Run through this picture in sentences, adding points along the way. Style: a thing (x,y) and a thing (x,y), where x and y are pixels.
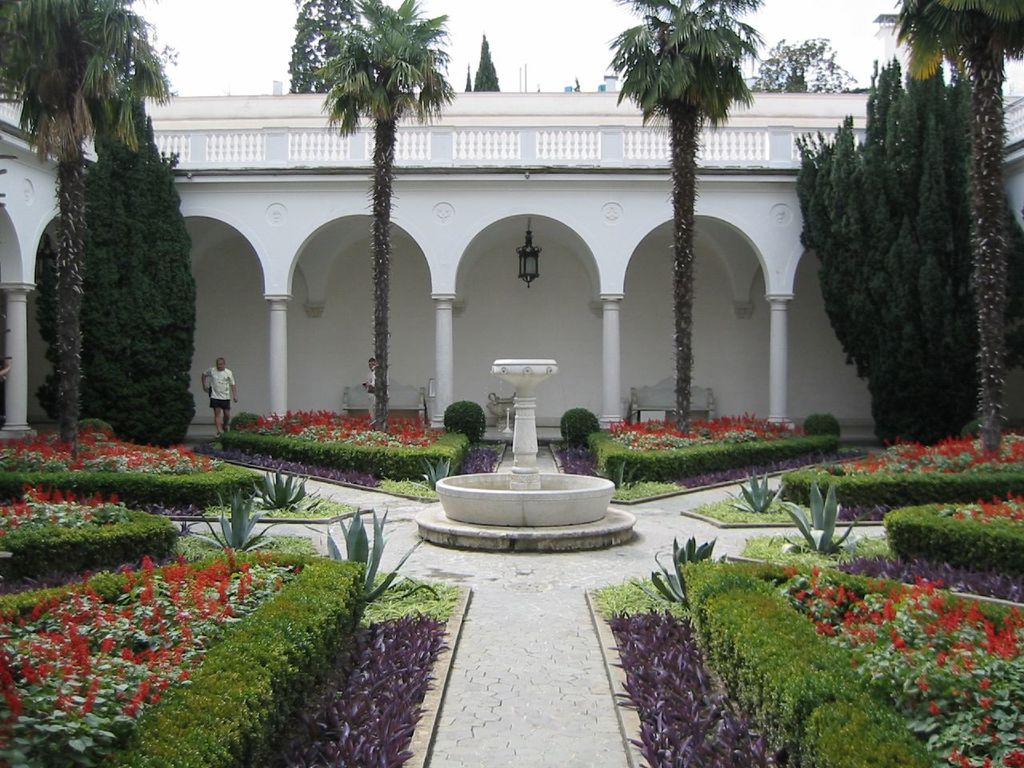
In this image I can see flower plants (55,724), a fountain (512,509) at the center (510,494). 2 people (221,408) are present. There is a white building (483,293) at the back (540,290) which has pillars (613,412) and benches (351,398).
